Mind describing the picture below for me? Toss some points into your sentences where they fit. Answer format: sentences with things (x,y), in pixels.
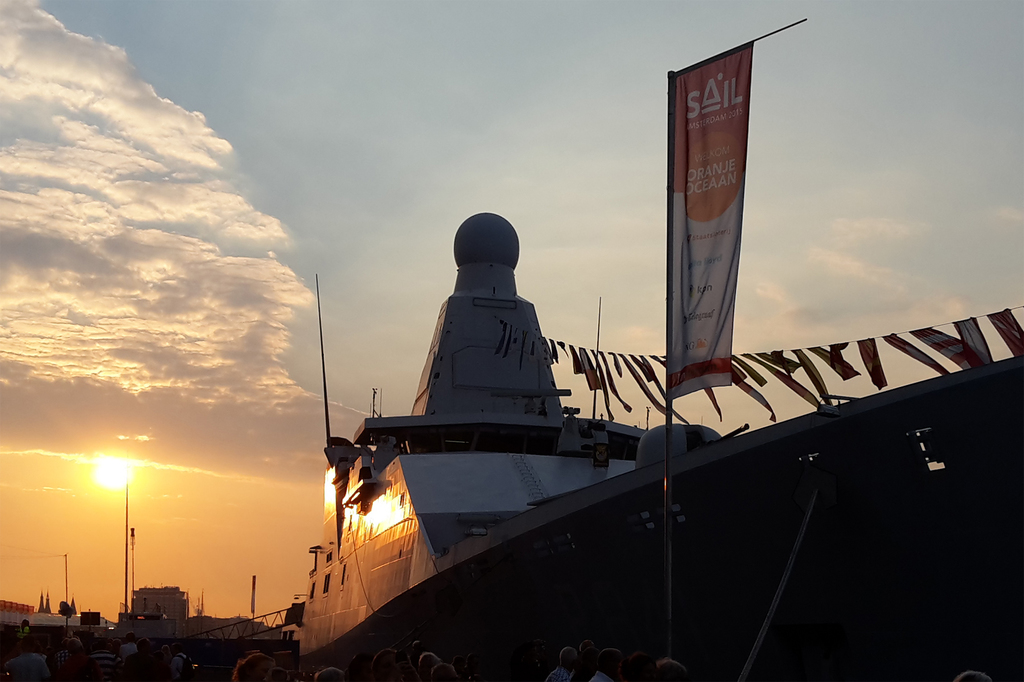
There are people (407,669), buildings (251,630) and poles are present at the bottom of this image (519,654). We can see a ship (434,421) in the middle of this image (483,365). The sun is on the left side of this image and the cloudy sky (200,344) is in the background (546,288).
